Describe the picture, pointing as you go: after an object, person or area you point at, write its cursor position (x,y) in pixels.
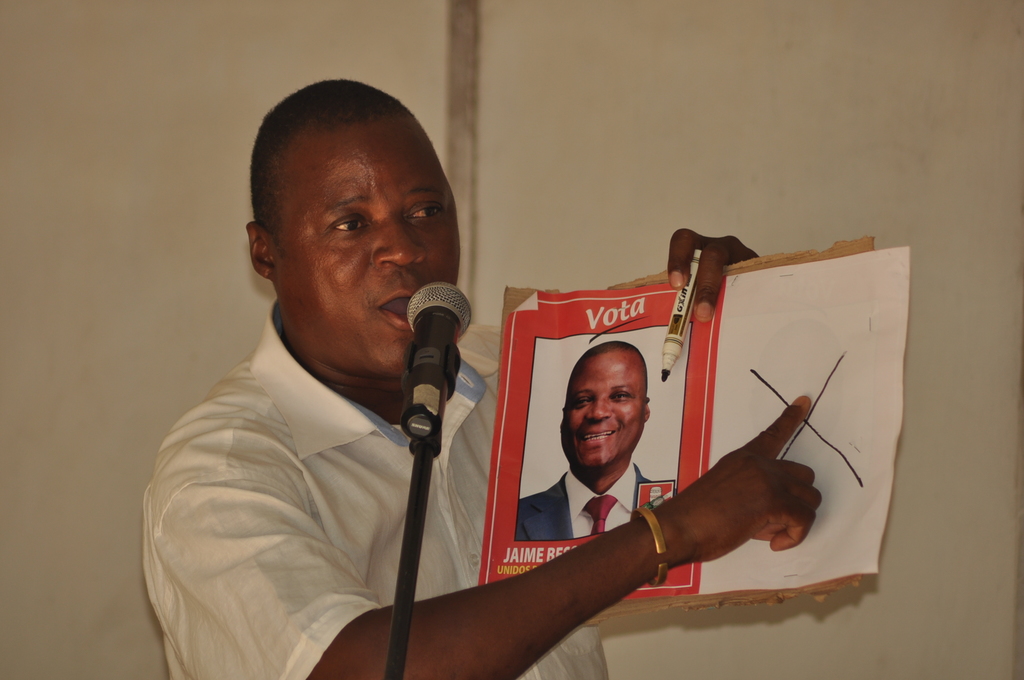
In this image there is a man (309,561) holding a sketch (685,307) and a poster (525,494) in his hand (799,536), in front of him there is a mike (442,298), in the background (135,359) there is a wall (173,63).
